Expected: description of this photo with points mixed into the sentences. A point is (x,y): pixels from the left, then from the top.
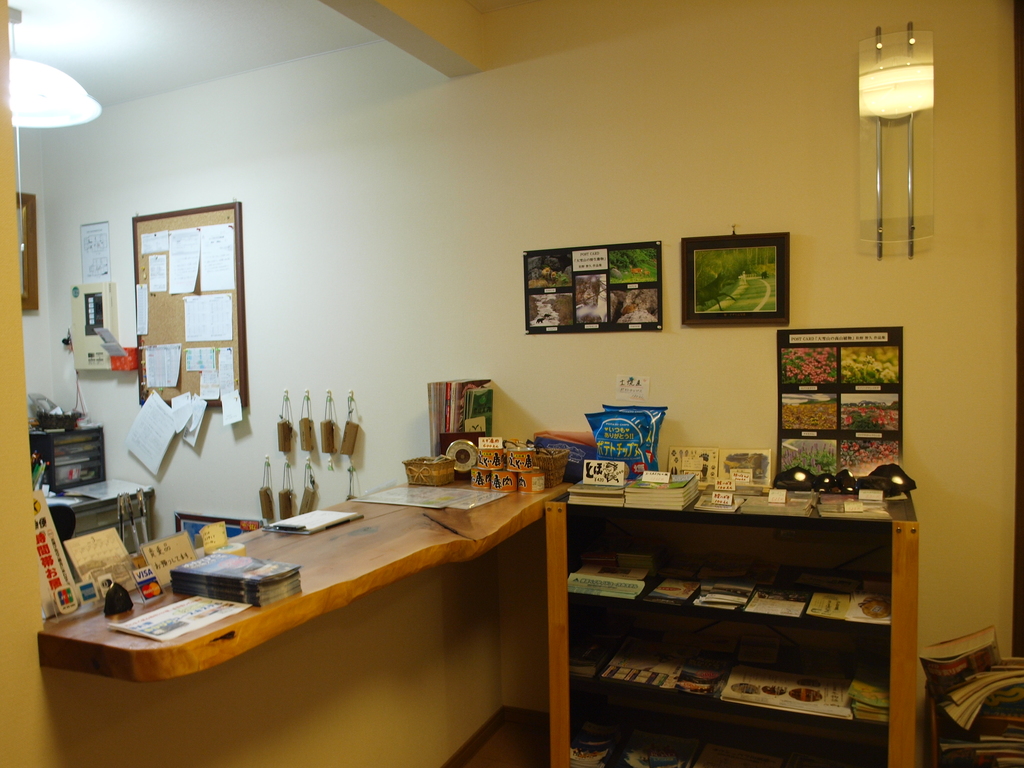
There is a room (406,236). On the wall (420,317) there are some photographs (614,292) attached to the wall (666,290). To the right of these photographs (734,269) there is a light (891,182) hanged to the wall (934,129). In this room (753,577) there is a shelf (742,633) in which books (796,694) are placed. To right of this shelf (783,660) there are books (967,691) some are placed on the floor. There is a notice board (211,353) attached to the wall (317,445) to which some of the papers (192,303) are pinned. In this room (246,509) there is a desk (350,550) on which some books (244,580) and accessories (155,563) are placed. Some hangings (290,430) are hanged to the wall (311,459) to the left of this desk (347,530). There is a light (37,113) to the ceiling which is white in colour.
